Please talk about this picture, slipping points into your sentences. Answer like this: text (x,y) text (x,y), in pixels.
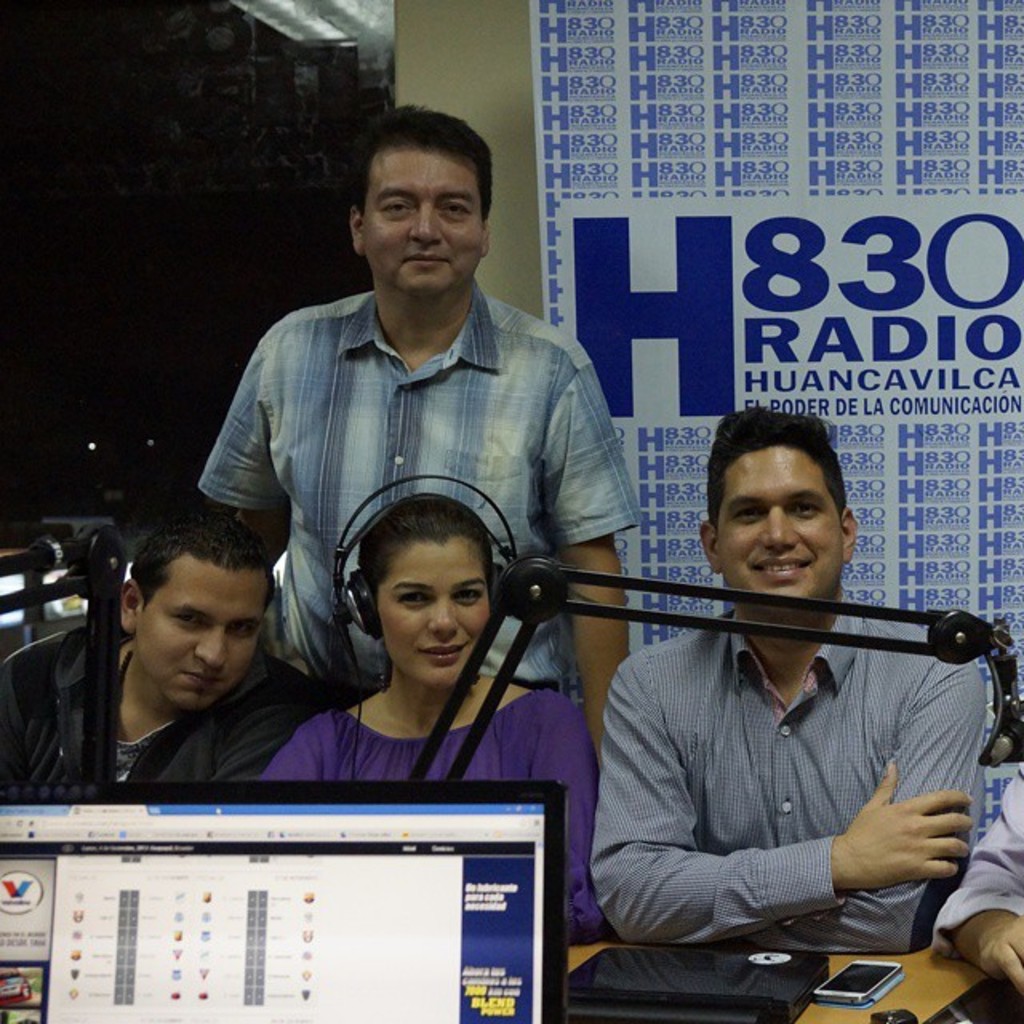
In this image, we can see persons (527,721) wearing clothes (380,439). There is a monitor (299,927) in the bottom left of the image (283,983). There is a table (812,1003) at the bottom of the image (813,1009) contains laptop (710,968) and phone (848,980). There is a person (468,523) in the middle of the image (387,522) wearing a headset (352,599). There is a metal frame (452,708) on the right side of the image (892,617).
